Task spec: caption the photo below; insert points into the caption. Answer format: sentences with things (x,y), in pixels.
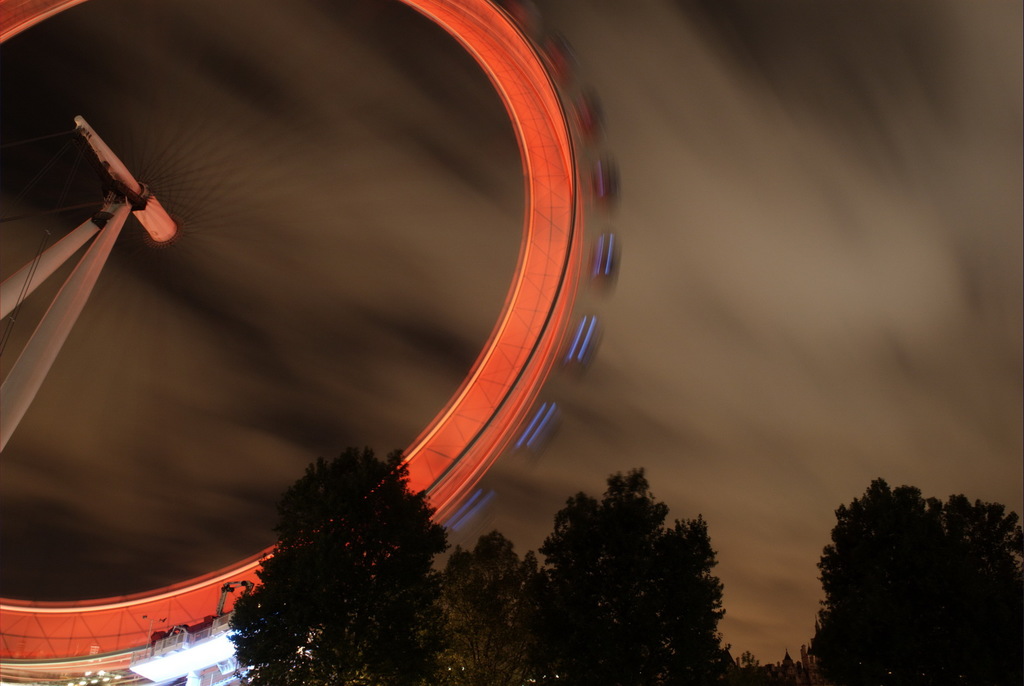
In this image there is a giant wheel (512,95) on the left side of this image (235,574) and there are some trees (496,556) in the bottom of this image (491,621). There is a sky (747,302) in the background (847,310).
